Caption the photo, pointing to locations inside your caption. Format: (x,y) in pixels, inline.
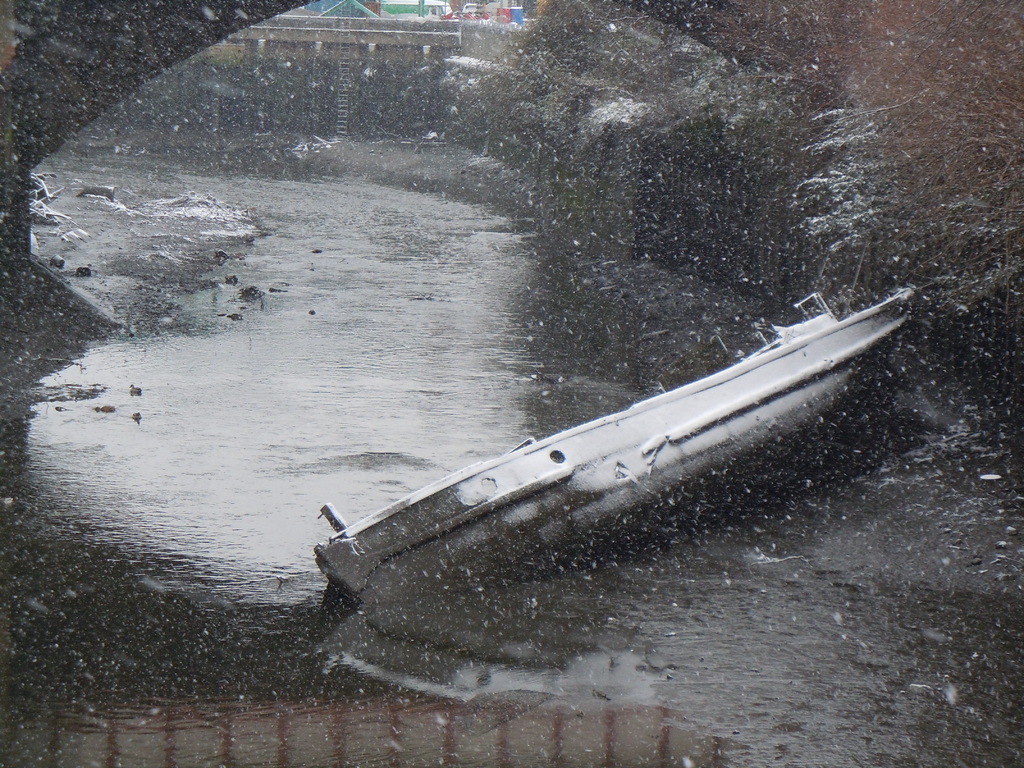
In this picture I can observe a boat (507,481) stranded on the bank (723,352). In the bottom (493,727) I can observe a railing (665,723). In the background (458,199) I can observe river (334,335).
